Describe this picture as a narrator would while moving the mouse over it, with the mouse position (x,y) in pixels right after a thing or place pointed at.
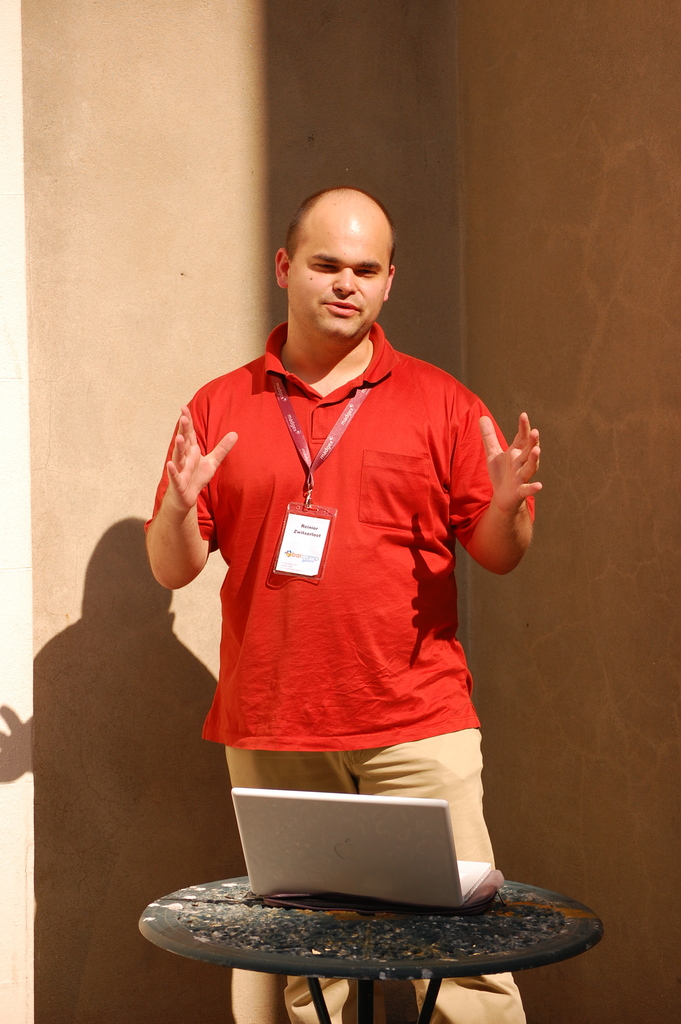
In this image I can see a person (352,520) standing wearing red shirt (418,527), cream pant (457,746), in front of the person (457,752) I can see a laptop (395,881) on the table (363,921). Background (73,131) the wall (197,142) is in brown color.
